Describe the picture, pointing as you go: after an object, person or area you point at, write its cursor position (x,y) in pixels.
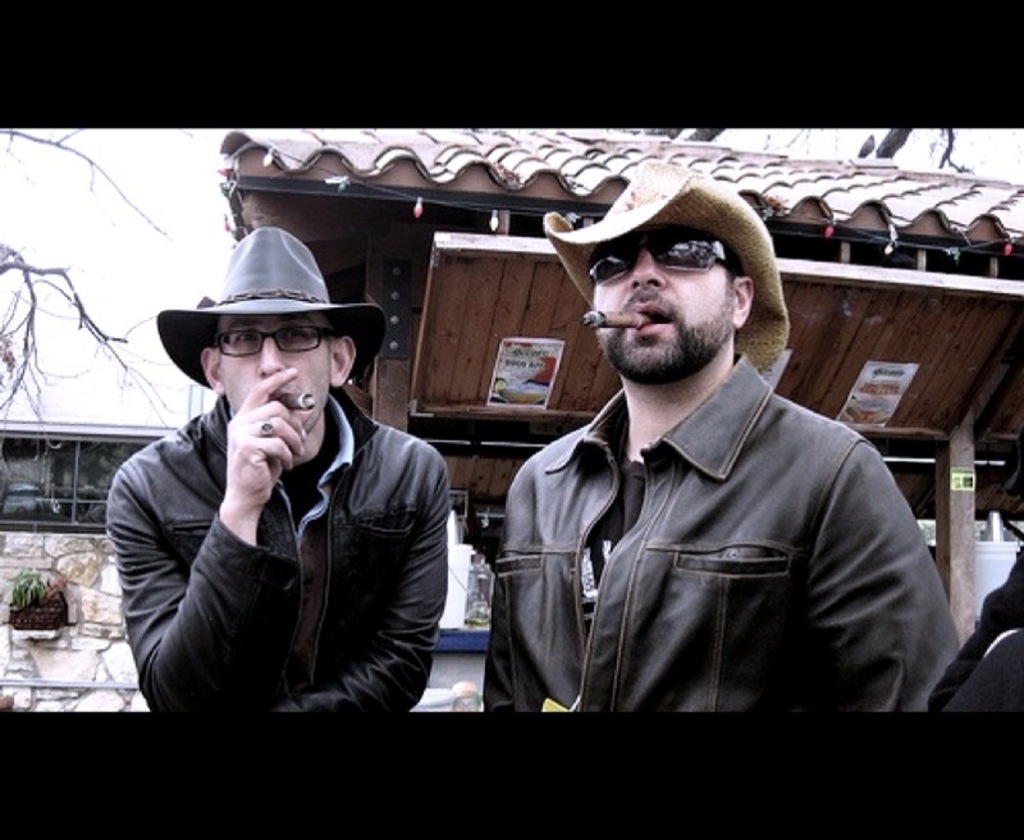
In the center of the image (407,540) we can see two persons (316,551) holding a cigar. In the background (323,187) there is a shed (321,156), wall (78,562) and tree (29,325).
